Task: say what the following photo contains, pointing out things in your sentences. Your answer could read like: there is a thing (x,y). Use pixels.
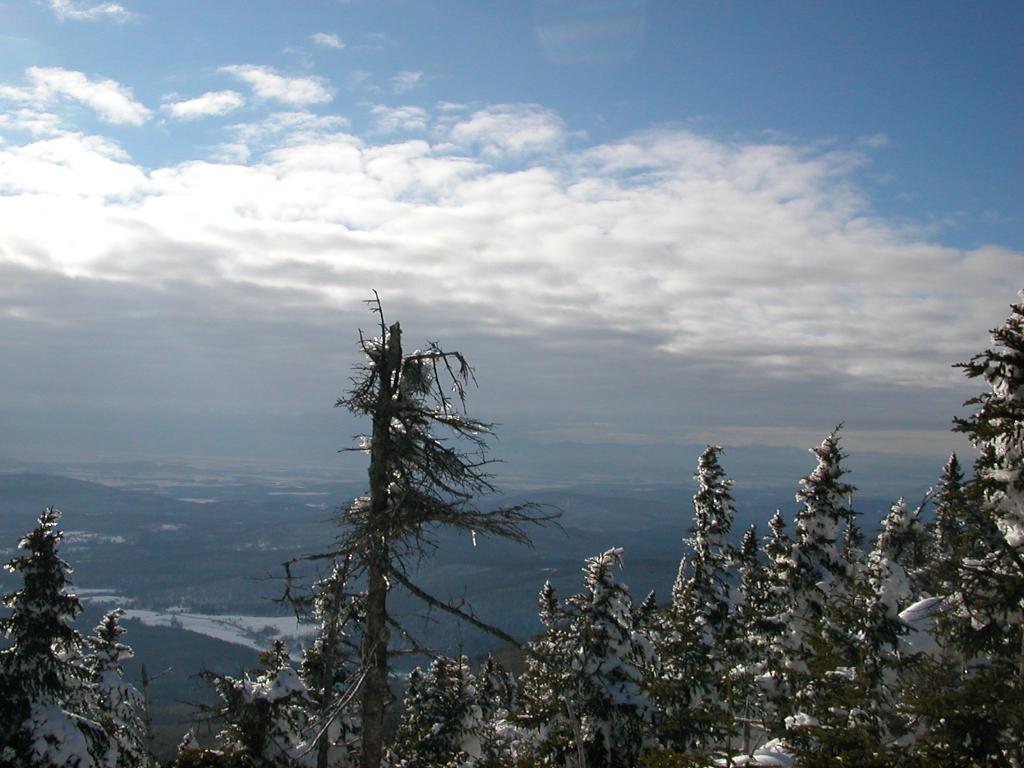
In this image I can see few trees (724,679), snow (608,662), mountains (409,613) and the sky (603,300) is in blue and white color.
